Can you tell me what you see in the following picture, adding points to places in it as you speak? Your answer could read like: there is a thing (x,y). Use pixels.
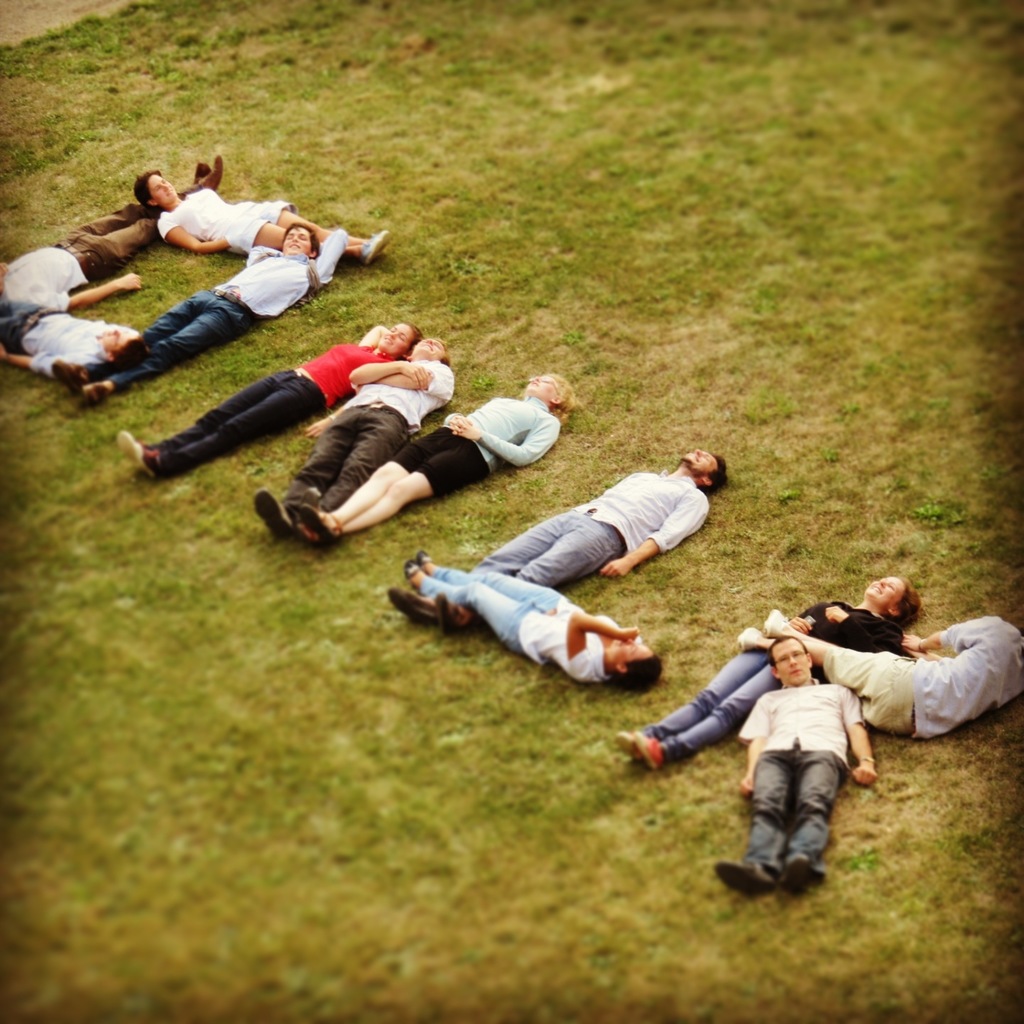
In this image we can see some people (553,531) lying on the ground (578,313).
